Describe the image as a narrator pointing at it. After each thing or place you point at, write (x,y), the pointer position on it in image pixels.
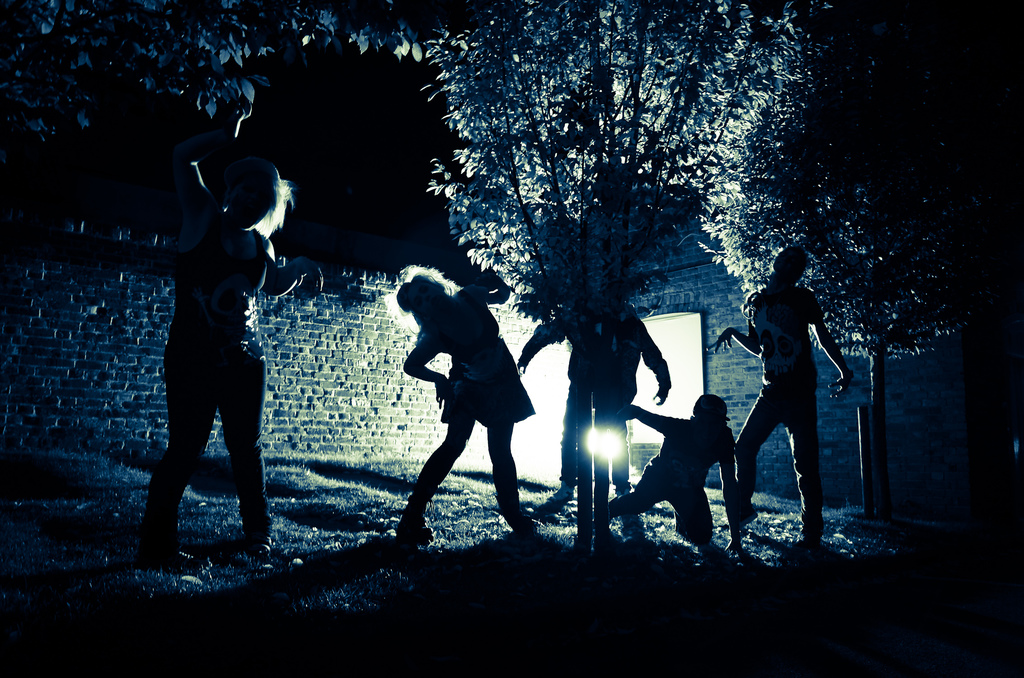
In the picture we can see the grass surface (644,512) on it, we can see five people (162,511) are standing in the different actions in the dark and in front of them, we can see the tree (596,456) and behind them we can see the wall (162,367) with a light (515,440) to it.
